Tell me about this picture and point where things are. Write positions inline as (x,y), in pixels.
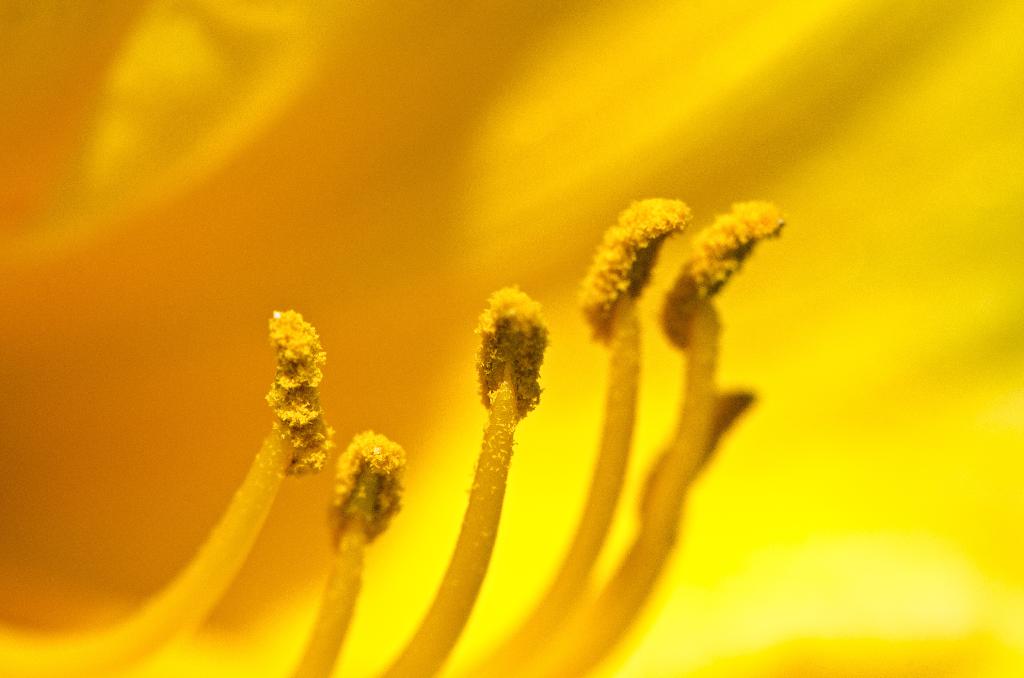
In this image I can see the flower (558,486) in yellow color.
